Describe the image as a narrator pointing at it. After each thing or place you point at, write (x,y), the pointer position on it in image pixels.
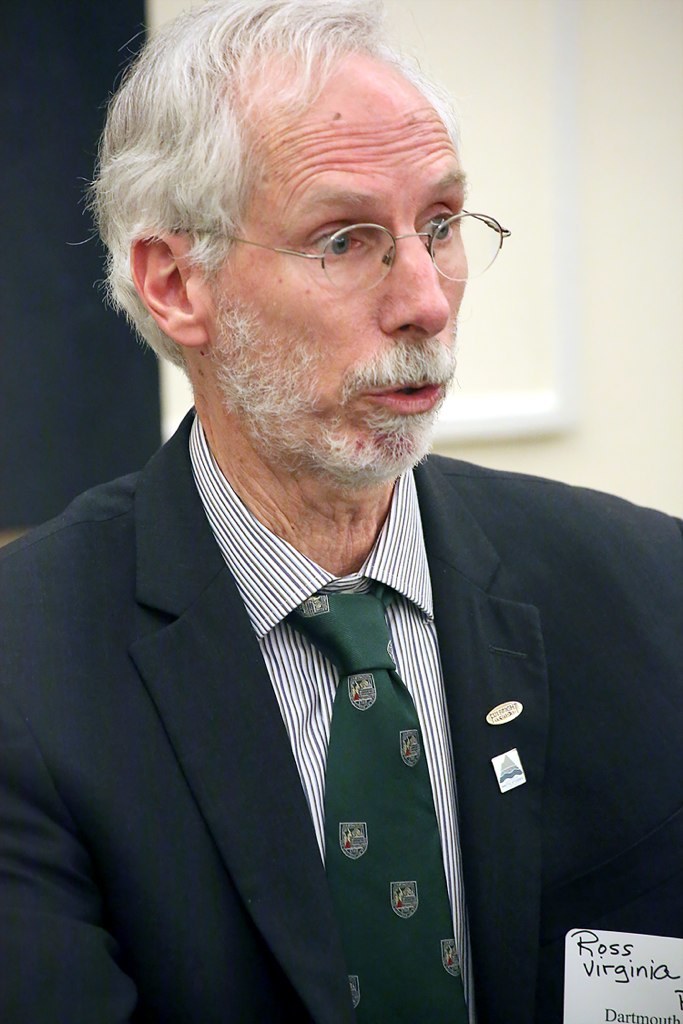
In this picture I can see a man (351,297) with spectacles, and there is blur background (27,135).
